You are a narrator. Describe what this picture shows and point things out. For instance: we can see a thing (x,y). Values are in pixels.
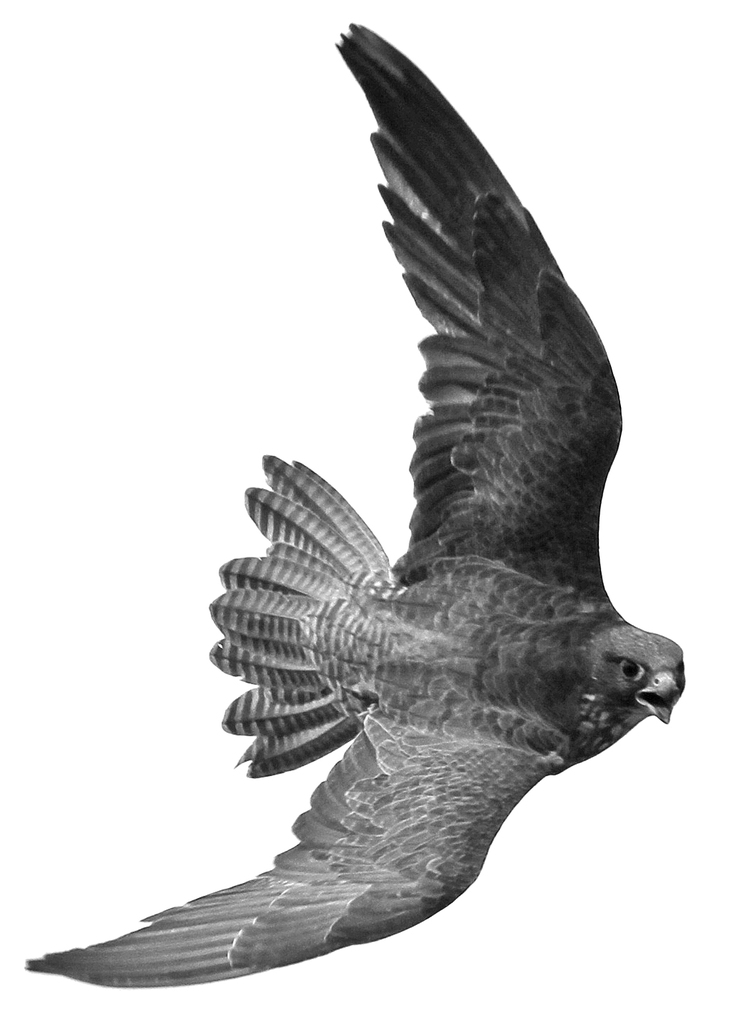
In this picture we can see a bird (474,684) flying here, we can see white background (684,393).
